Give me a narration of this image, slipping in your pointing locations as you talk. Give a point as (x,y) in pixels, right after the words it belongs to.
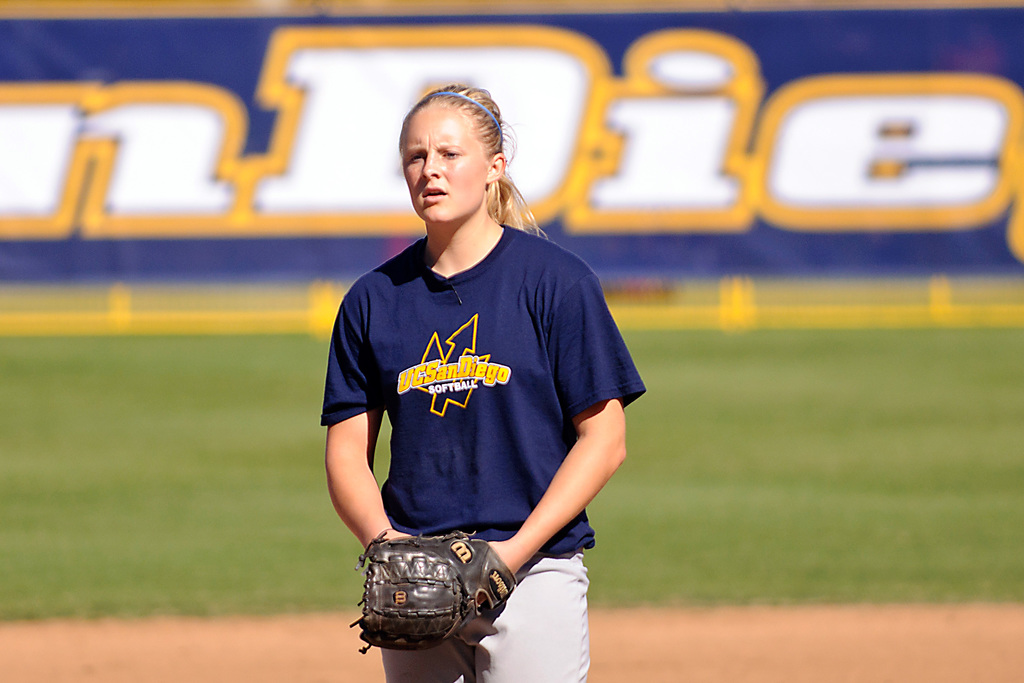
In this picture we can see a woman (469,384) wore a glove (389,597) and standing. In the background (384,422) we can see the grass (71,477), poster (714,243) and it is blurry.
